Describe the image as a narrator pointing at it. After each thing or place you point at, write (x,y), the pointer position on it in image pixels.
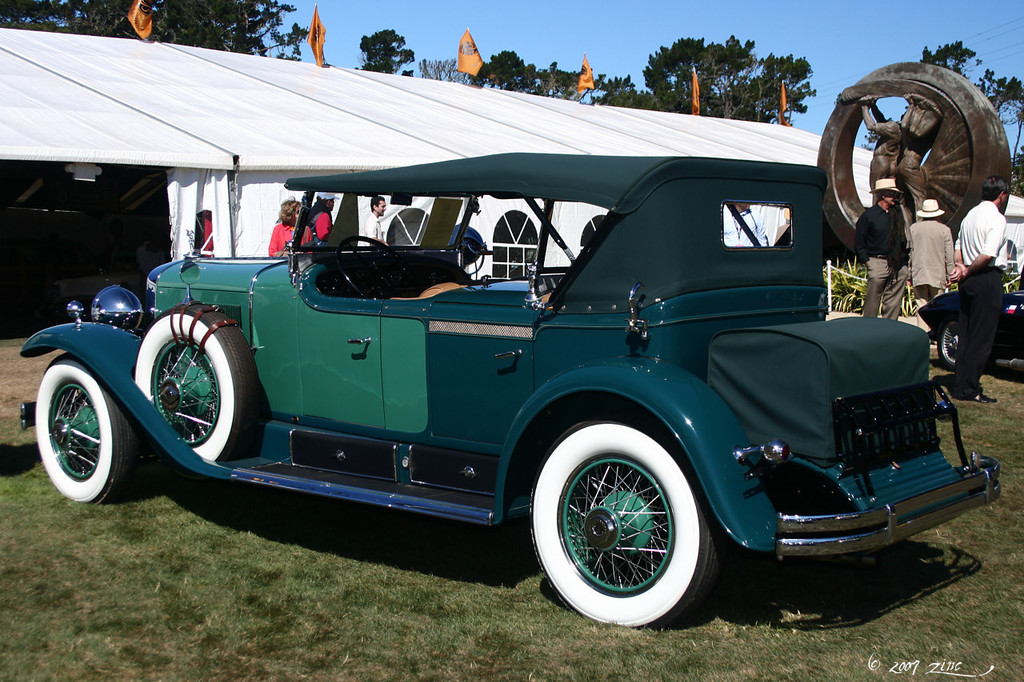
In this image in the center (400,327) there is one vehicle (671,464), in the background (604,138) there are some persons (927,265) and tent (156,142). On the tent (119,90) there are some flags (588,88) and poles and in the background (505,30) there are some trees (775,75) and sky (459,39), at the bottom (300,627) there is grass (745,626).
